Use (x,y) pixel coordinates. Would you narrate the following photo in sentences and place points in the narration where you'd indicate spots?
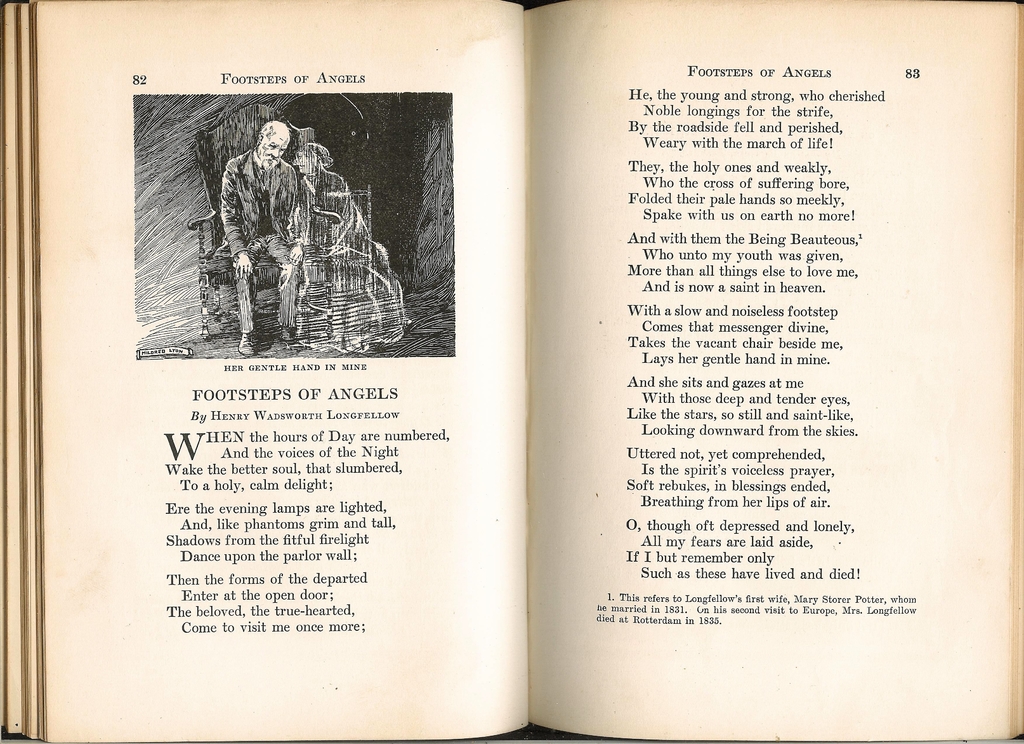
In this picture we can see a book (505,9). In this book (597,622), we can see two people (247,293) are sitting on the chair (368,202).
